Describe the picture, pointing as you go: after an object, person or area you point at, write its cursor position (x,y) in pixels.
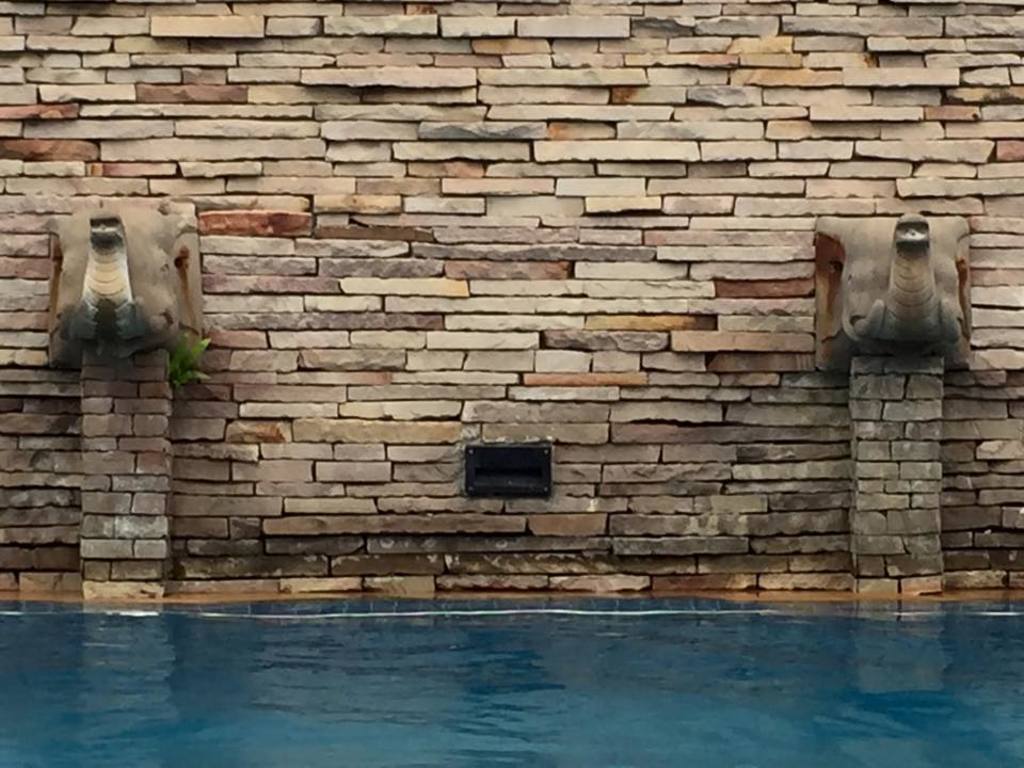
In this image we can see water (850,647), fountains (917,248) and wall (463,171).
